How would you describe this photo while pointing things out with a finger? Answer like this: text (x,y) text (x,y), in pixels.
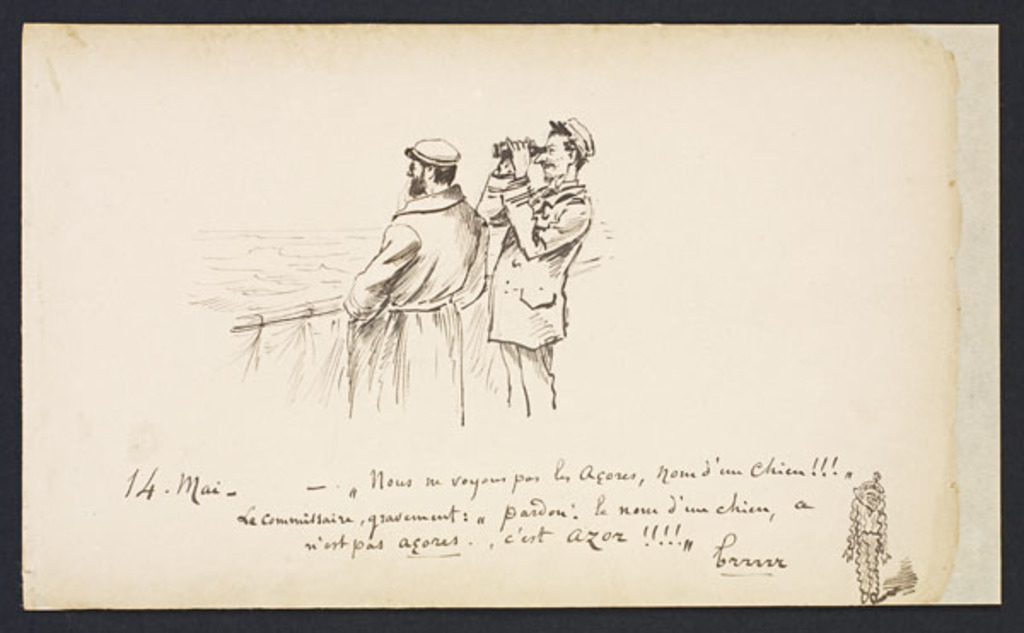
In the image we can see a paper (882,200), on the paper (686,217) we can see drawing (461,275) of two people (460,264), they are wearing clothes (467,287) and a hat (444,149). There is a text (489,486) and this is an object (503,155).
